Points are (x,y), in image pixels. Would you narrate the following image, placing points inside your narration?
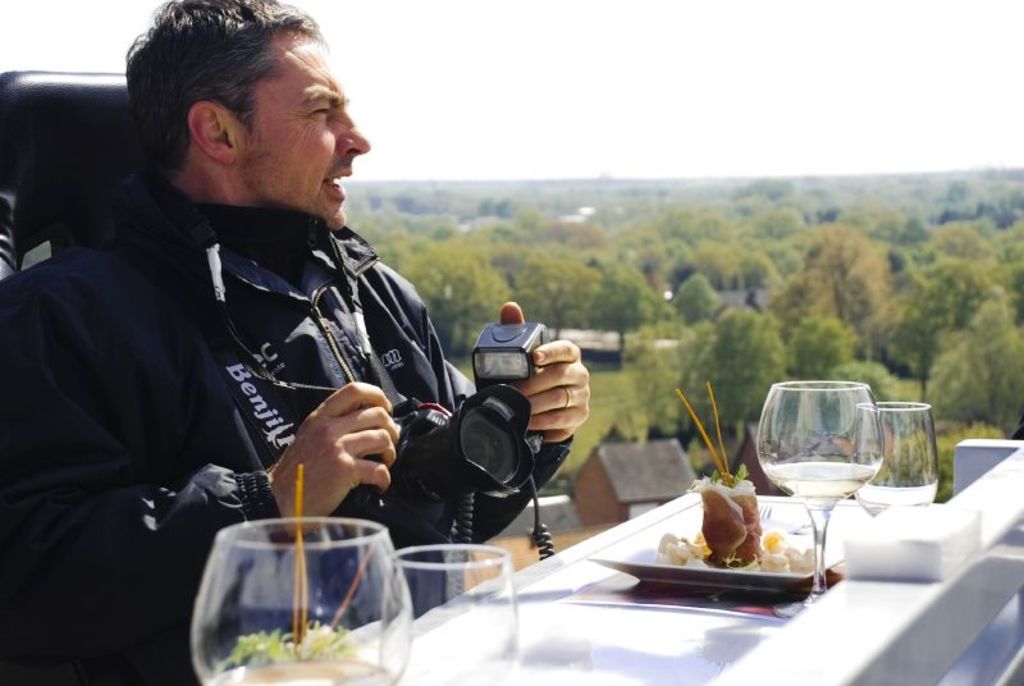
As we can see in the image there is a sky (641,139), trees (676,228), a man (239,229) sitting on chair (89,195) and holding camera (454,436) in his hand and there is a table (787,650) over here. On table (799,643) there are glasses (856,470).
